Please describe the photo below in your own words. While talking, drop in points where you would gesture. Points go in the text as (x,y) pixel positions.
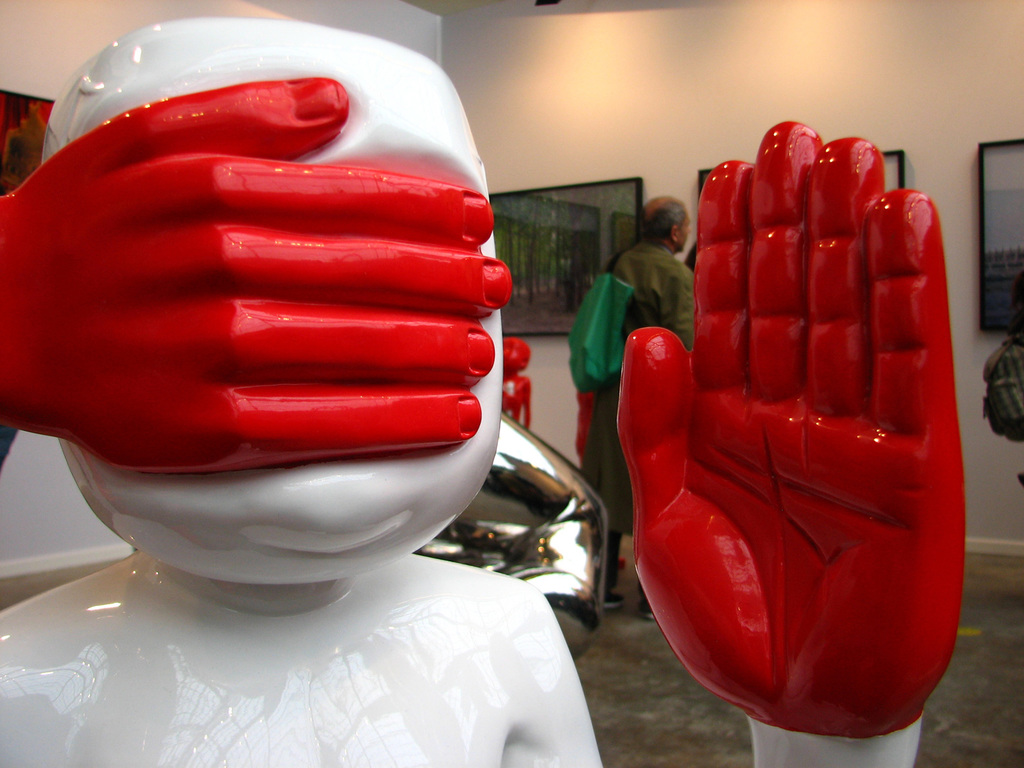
In the front of the image (418,699) there is a statue (447,356). In the background of the image (588,75) there are pictures (1007,240), walls (629,65), person (643,246) and objects (610,367). Pictures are on the wall (621,101).
